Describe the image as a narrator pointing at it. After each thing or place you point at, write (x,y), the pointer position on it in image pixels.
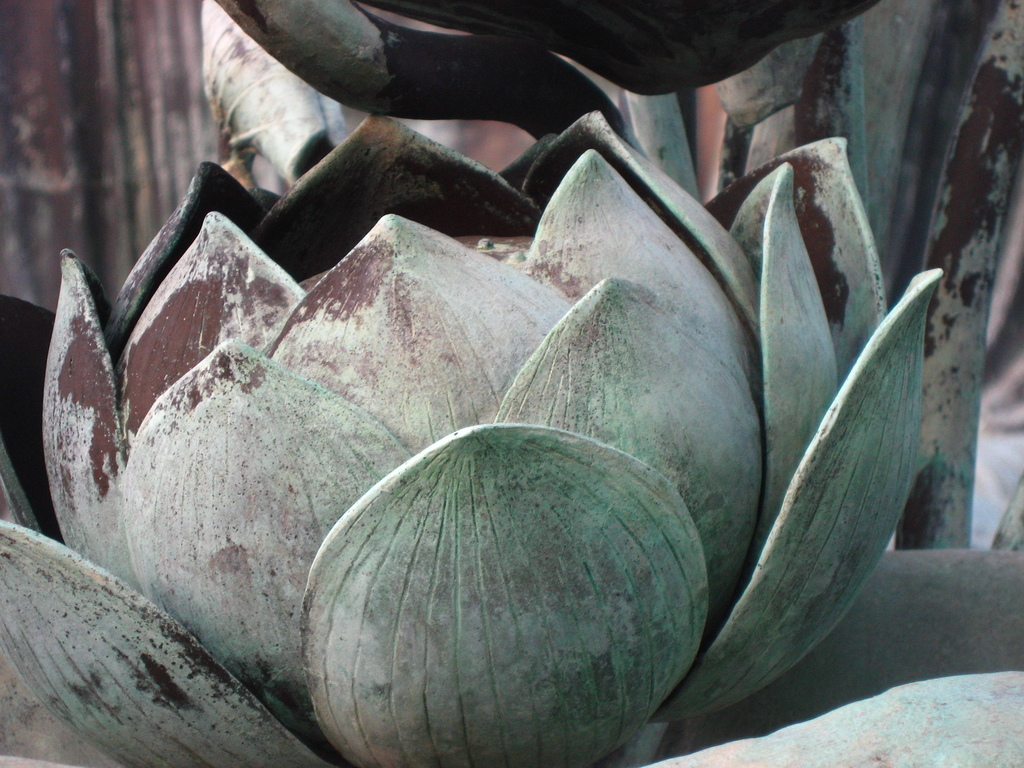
In this picture there is a lotus sculpture (491,270) in the image.
